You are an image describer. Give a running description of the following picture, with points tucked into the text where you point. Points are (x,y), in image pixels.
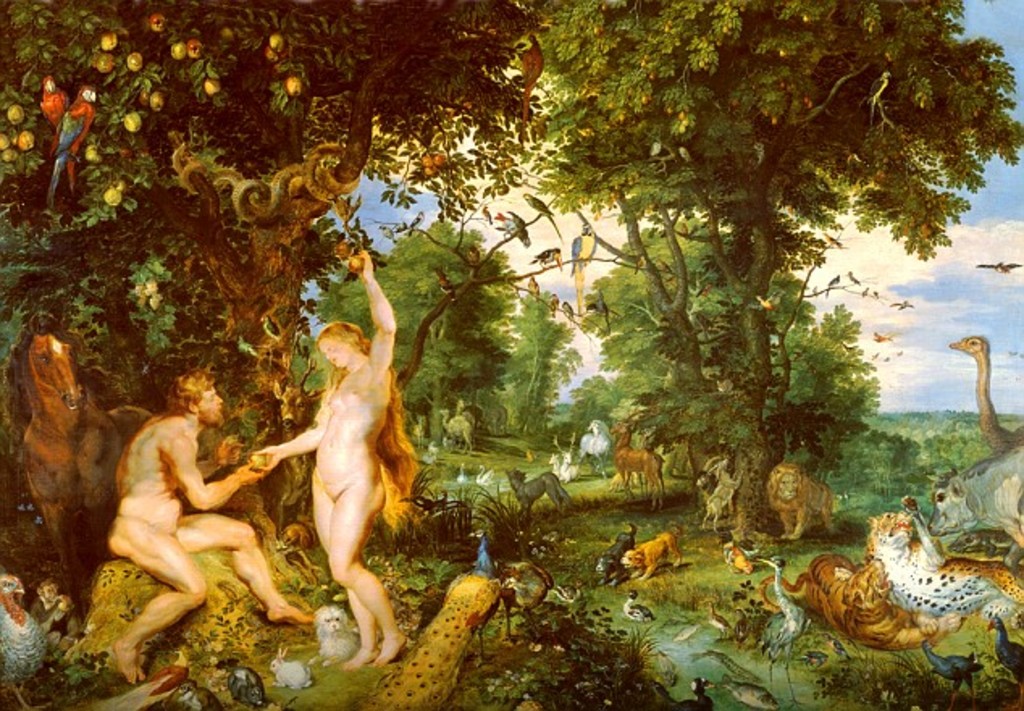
Here we can see a painting (783,512), in this picture we can see two persons (201,532), a horse (96,480), a lion (777,491), tigers (847,579), a rabbit (291,673), a peacock (484,601), some trees (649,393), other animals (969,474), birds (781,567) and the sky (877,254).
